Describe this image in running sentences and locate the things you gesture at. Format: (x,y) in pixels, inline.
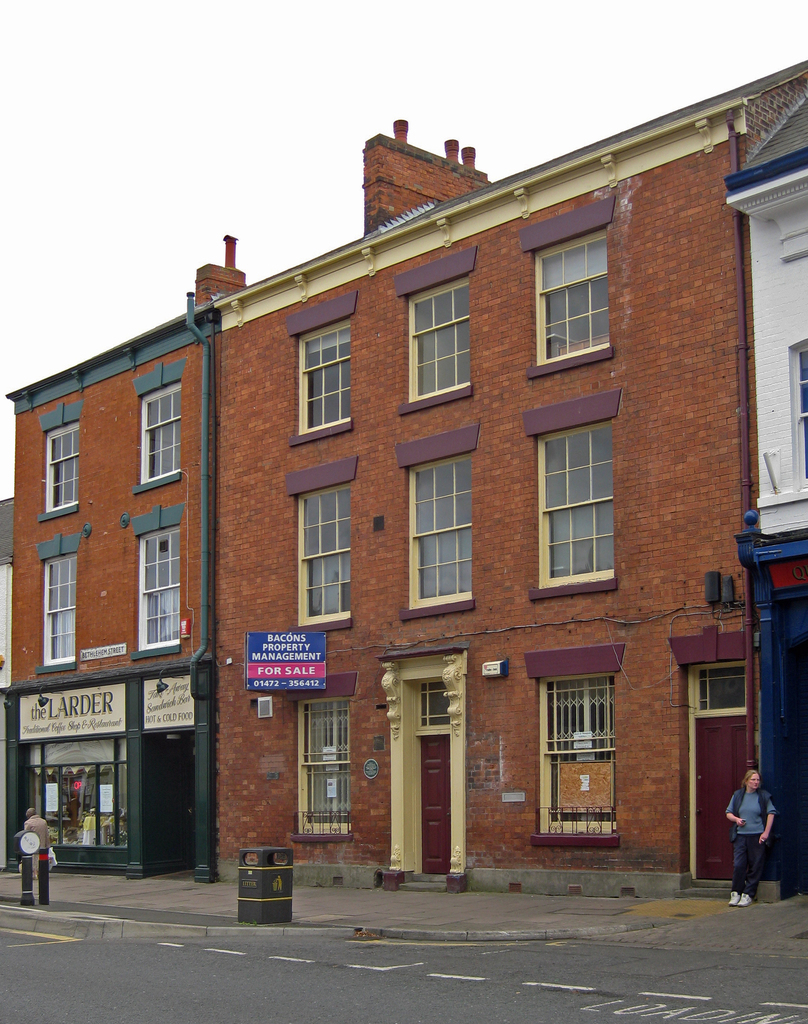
In the image we can see the building (564,563) and the windows (587,695) of the building (321,534). There are even people (43,844) standing and wearing clothes (748,825). Here we can see the road (220,1002), board (117,704) and text (75,707) on the board (154,722) and the sky (144,206).
